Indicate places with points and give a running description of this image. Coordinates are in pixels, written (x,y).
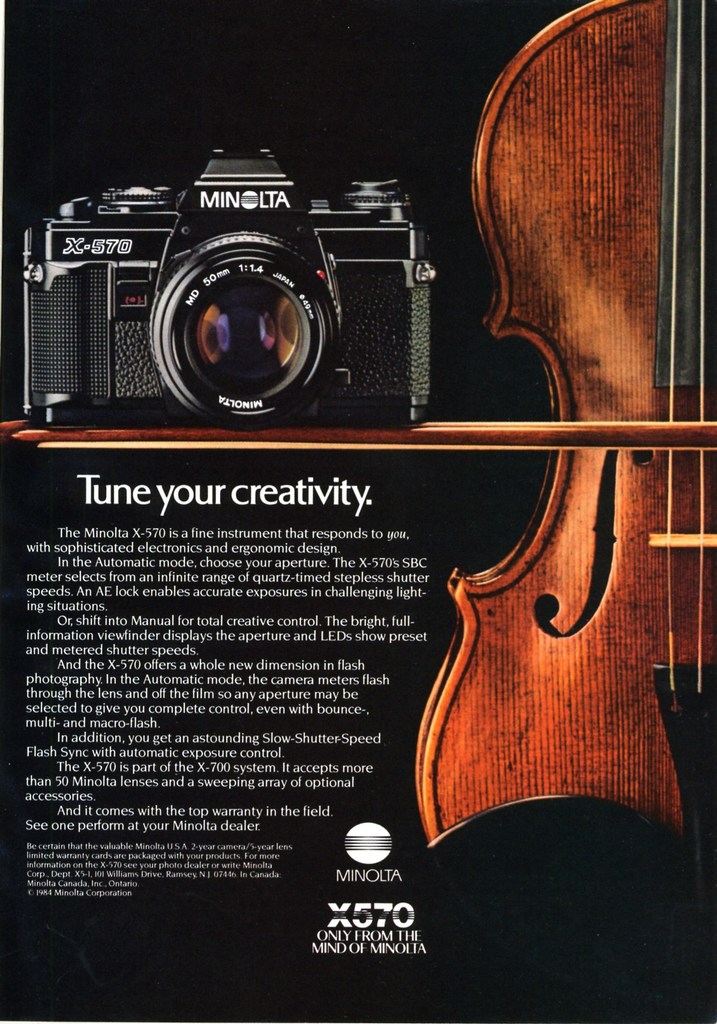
In this image we can see a camera (141,218) on the top left side (145,299). Here we can see a violin (530,241) on the right side (590,151).
